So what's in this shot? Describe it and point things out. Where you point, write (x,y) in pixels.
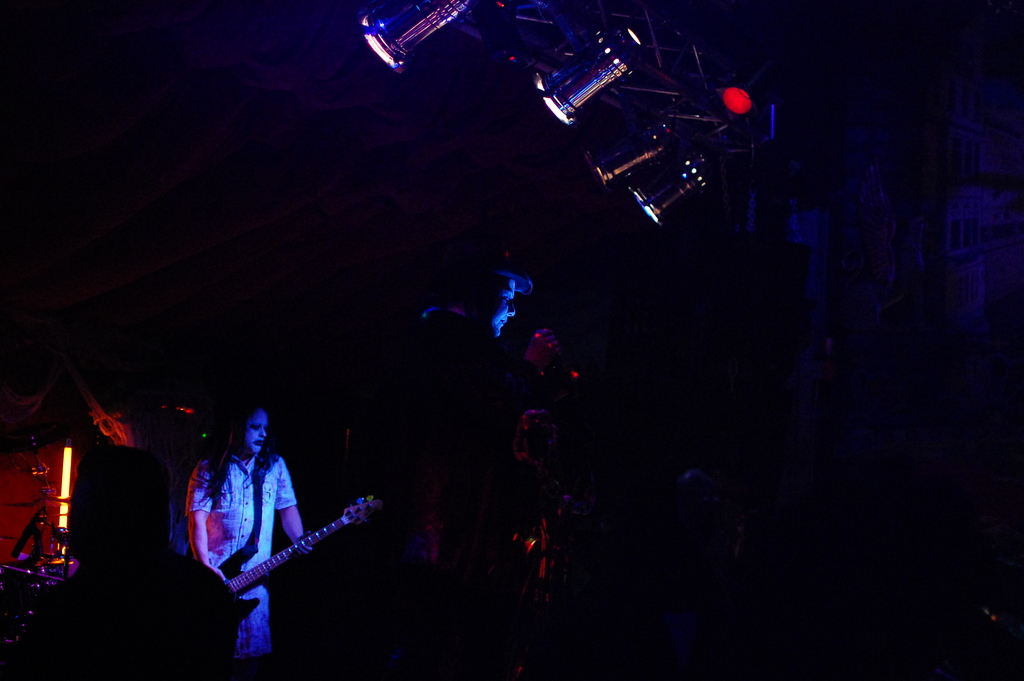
in the picture there is a woman (270,489) catching a guitar (310,537), here we can see some lights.
